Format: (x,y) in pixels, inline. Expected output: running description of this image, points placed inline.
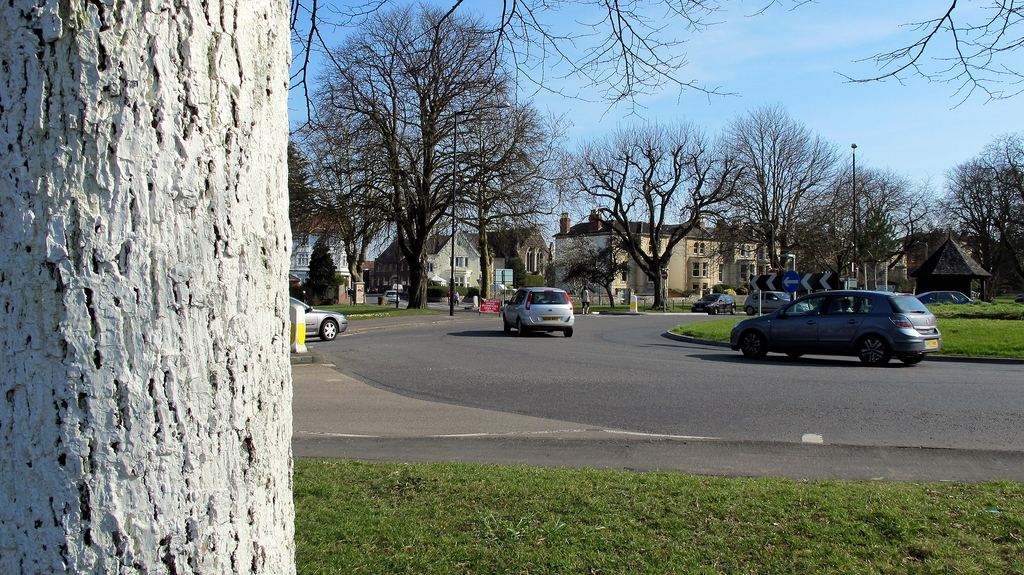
In this picture we can see the view of the road (604,333) with some cars (777,329) moving on the road (745,377). Behind there are some dry trees (439,123) and buildings (642,274). In the front (182,182) bottom we can see the tree trunk (156,489) and grass (659,546) on the ground (765,562).
